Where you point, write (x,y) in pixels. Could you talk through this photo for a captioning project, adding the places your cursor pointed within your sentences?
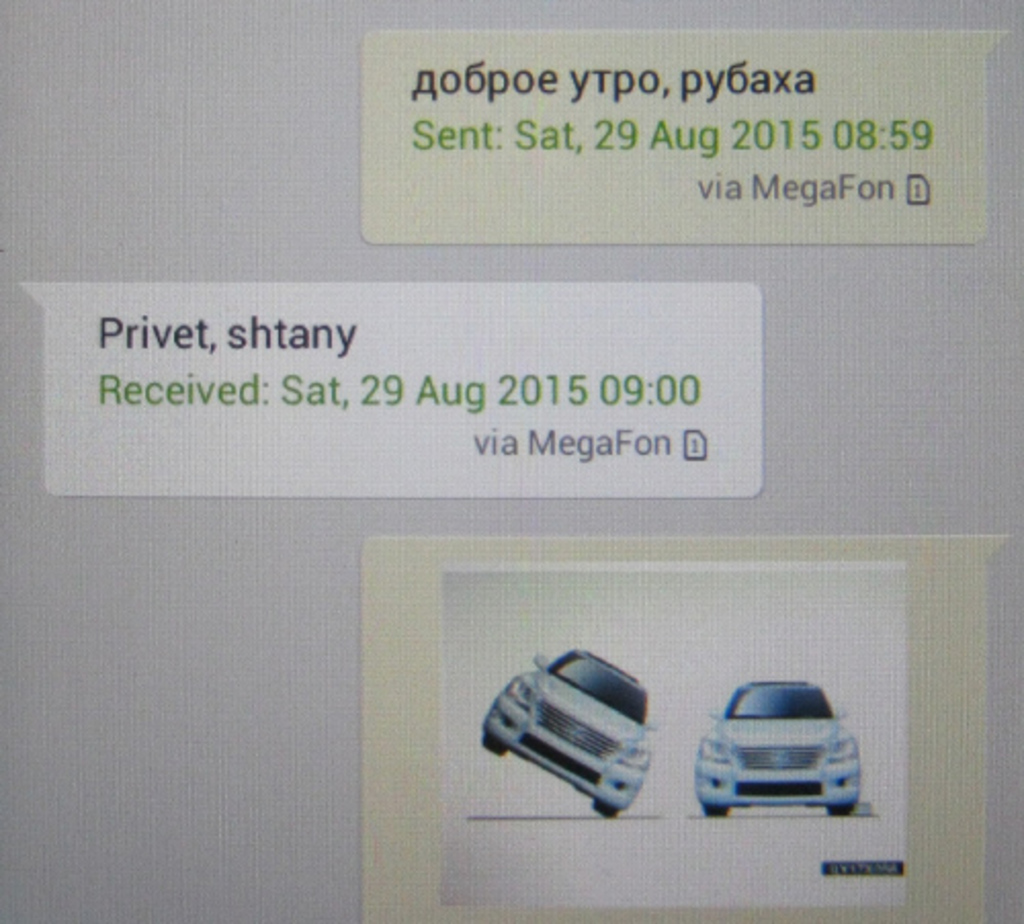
In this image we can see there are labels (479,364). On the label (552,218) there is some text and an image of two cars (541,706).
